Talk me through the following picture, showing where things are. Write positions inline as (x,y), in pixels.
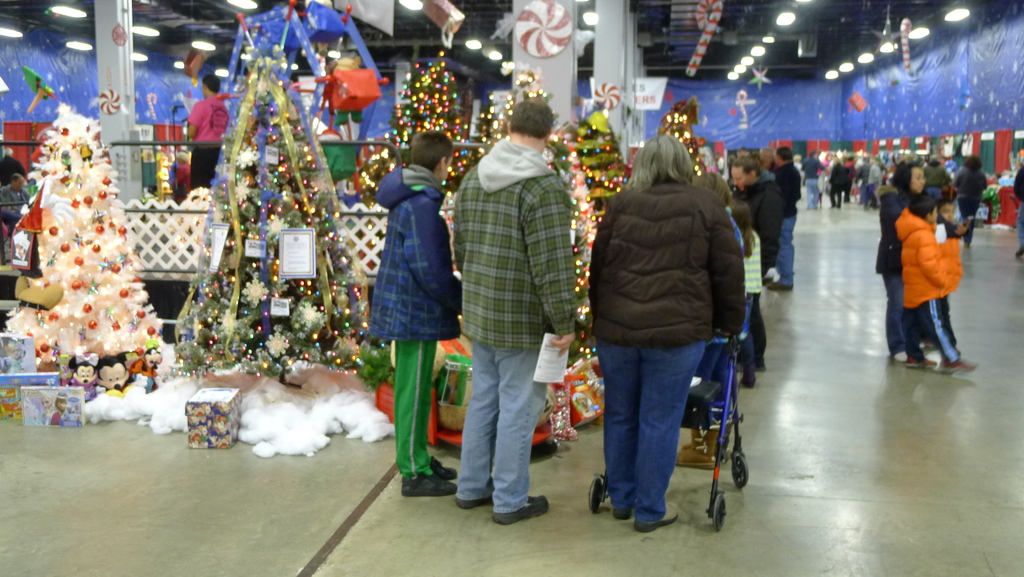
In this image, we can see persons (890,243) wearing clothes (907,271). There is a stroller (728,380) in front of the person (664,245). There are some Christmas trees (362,297) in the middle of the image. There are some lights (870,53) at the top of the image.
